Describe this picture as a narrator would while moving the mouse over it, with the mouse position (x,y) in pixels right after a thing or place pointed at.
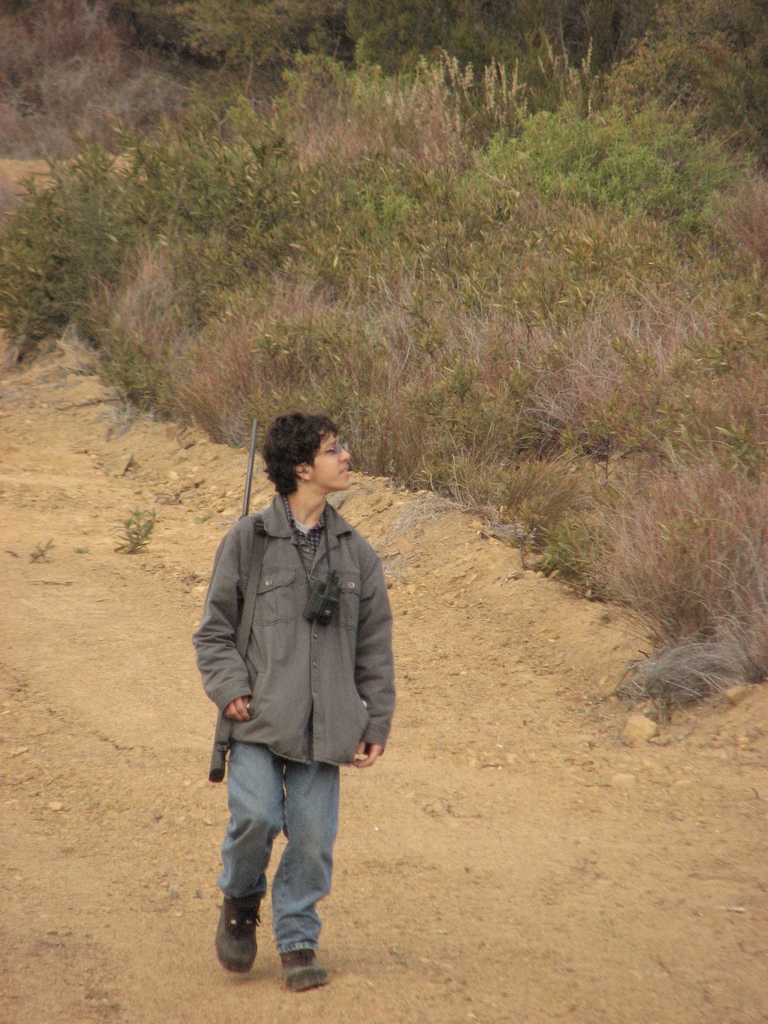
In this image we can see a man (309,937) is walking on the land (522,682). He is wearing a jacket (294,736), jeans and carrying a gun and binoculars (314,613). In the background (346,399), we can see grass (452,313), plants (552,132) and trees (272,25).
